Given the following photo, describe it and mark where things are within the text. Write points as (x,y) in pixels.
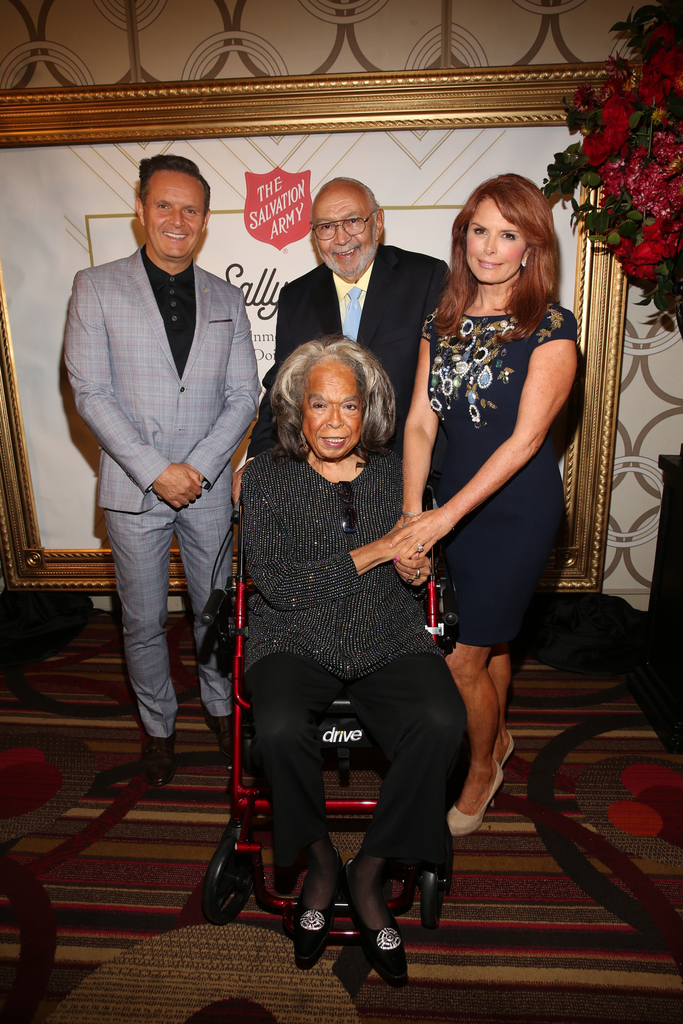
This is the old woman (325,591) sitting in the wheelchair (235,885). I can see two men (288,287) and a woman (451,312) standing and smiling. This looks like a frame (124,103), which is attached to the wall (393,60). At the right side of the image (614,107), I can see a tree (644,247) with flowers (666,226). This is the carpet (548,796) on the floor (596,737).
